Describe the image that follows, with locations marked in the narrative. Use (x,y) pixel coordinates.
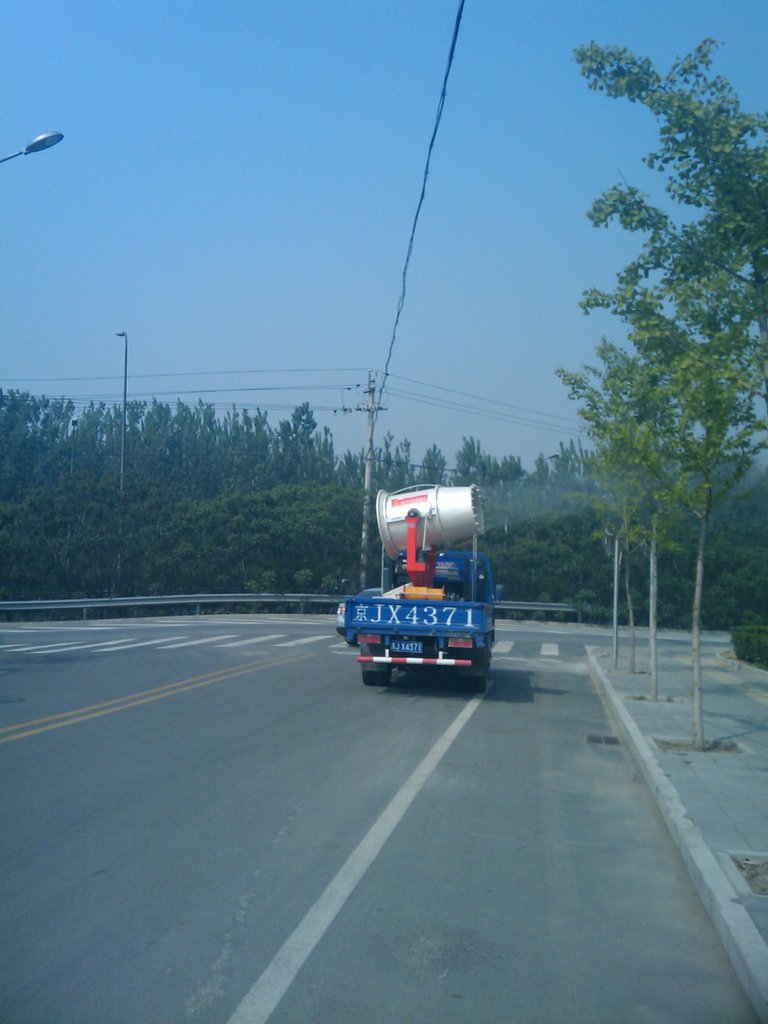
In this picture we can see a vehicle (456,617) on the road (446,710), and also we can find few trees (321,444), poles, lights (54,143) and cables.
